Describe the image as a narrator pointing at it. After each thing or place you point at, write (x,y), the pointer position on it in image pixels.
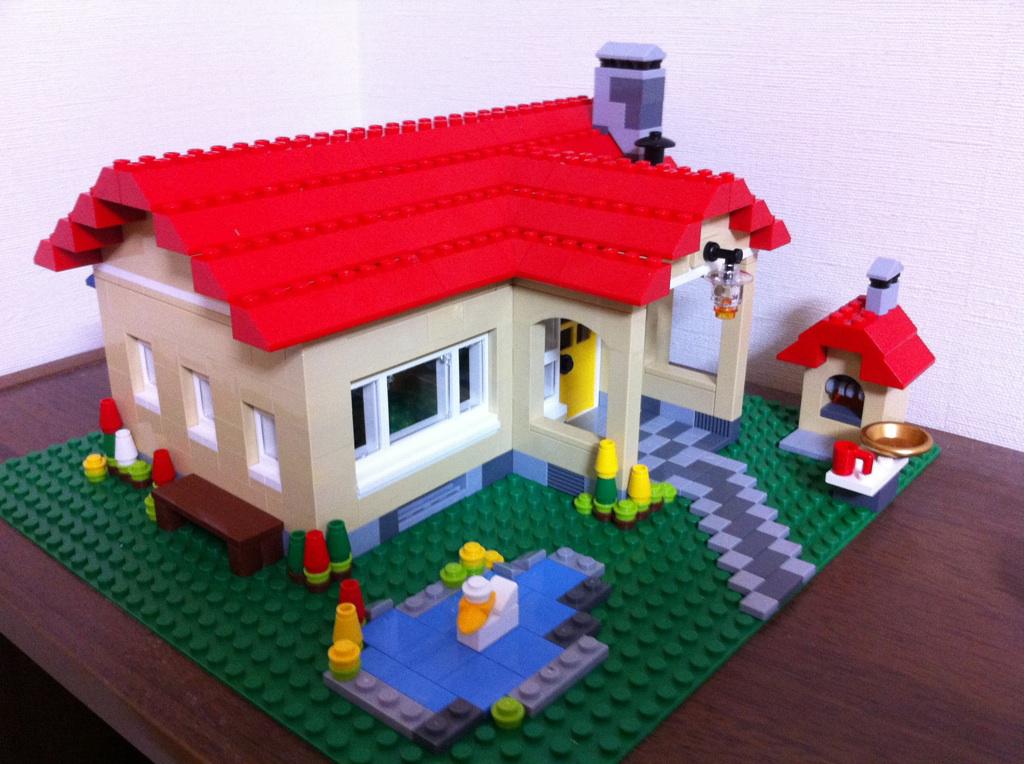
In this picture, we can see a table (914,625), and some object (599,593) on the table (904,582), and we can see the wall (761,138).
